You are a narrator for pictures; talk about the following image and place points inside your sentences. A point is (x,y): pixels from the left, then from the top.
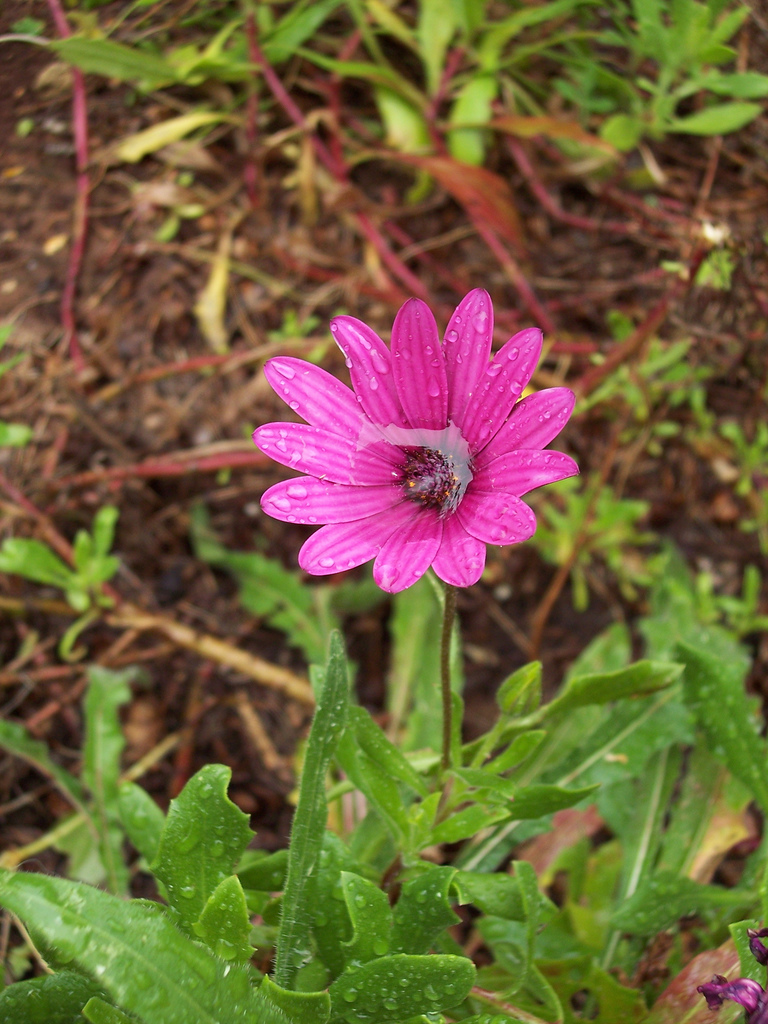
In this picture we can see a flower (505,450) with water drops (449,340) on it and plants (596,652) on the ground (155,216).
